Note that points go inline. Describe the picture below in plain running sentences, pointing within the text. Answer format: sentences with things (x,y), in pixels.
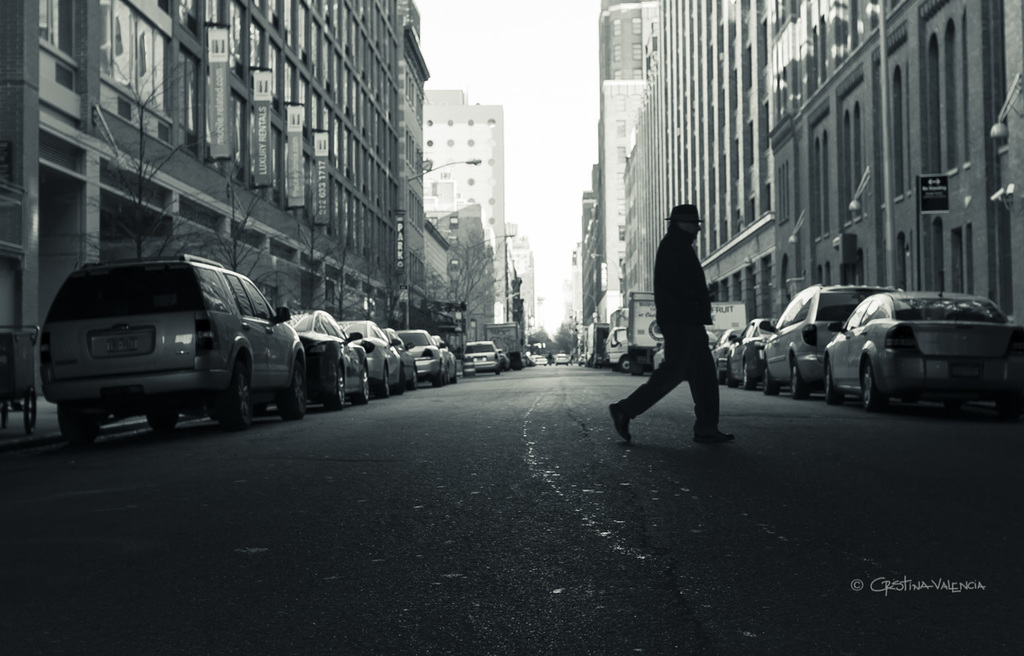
In the center of the image (666,344) there is a person (655,395) walking on the road (557,449). On the right side of the image (812,367) we can see cars (808,359) and buildings (798,132). On the left side of the image (168,288) we can see trees (318,300), cars (343,340) and buildings (375,147). In the background (499,71) there is a sky (518,67).
